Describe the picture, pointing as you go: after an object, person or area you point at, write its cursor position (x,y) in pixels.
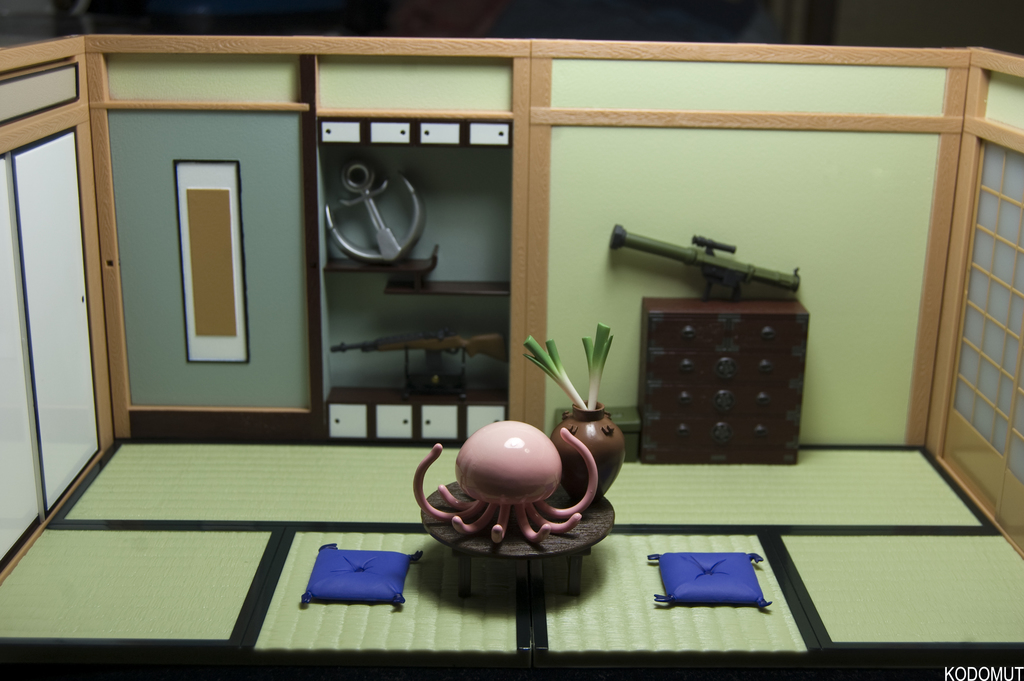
In this image there are different objects (385,249) like rocket launcher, anchor (384,231) and a weapon (393,346).
